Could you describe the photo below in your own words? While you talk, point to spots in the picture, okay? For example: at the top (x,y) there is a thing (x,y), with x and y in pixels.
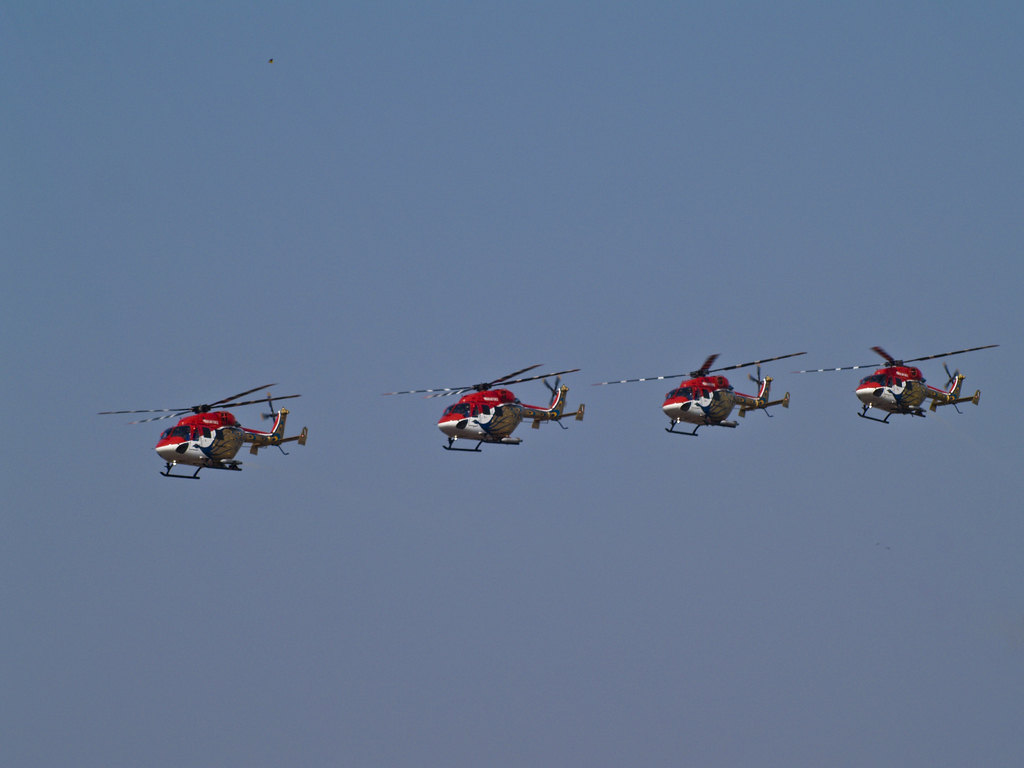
In this image, I can see four helicopters (541,412) flying in the sky (314,445). The sky (338,342) looks light blue in color.
